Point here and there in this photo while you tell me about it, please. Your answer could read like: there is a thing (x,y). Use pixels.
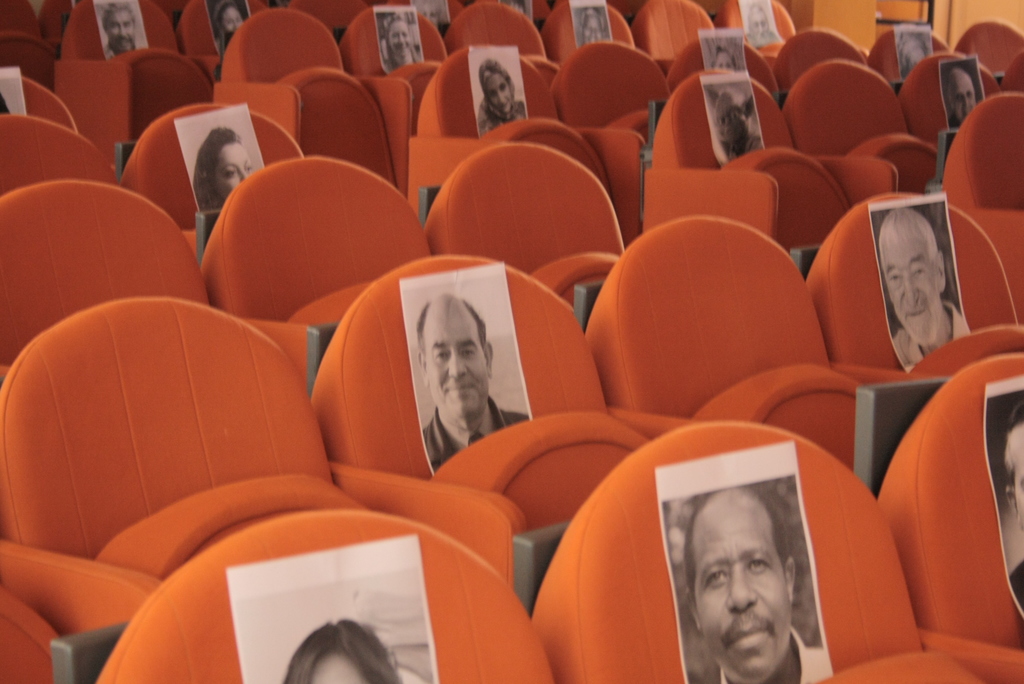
In the image there are many seats (296,380) with photo (755,513) printed on it.
